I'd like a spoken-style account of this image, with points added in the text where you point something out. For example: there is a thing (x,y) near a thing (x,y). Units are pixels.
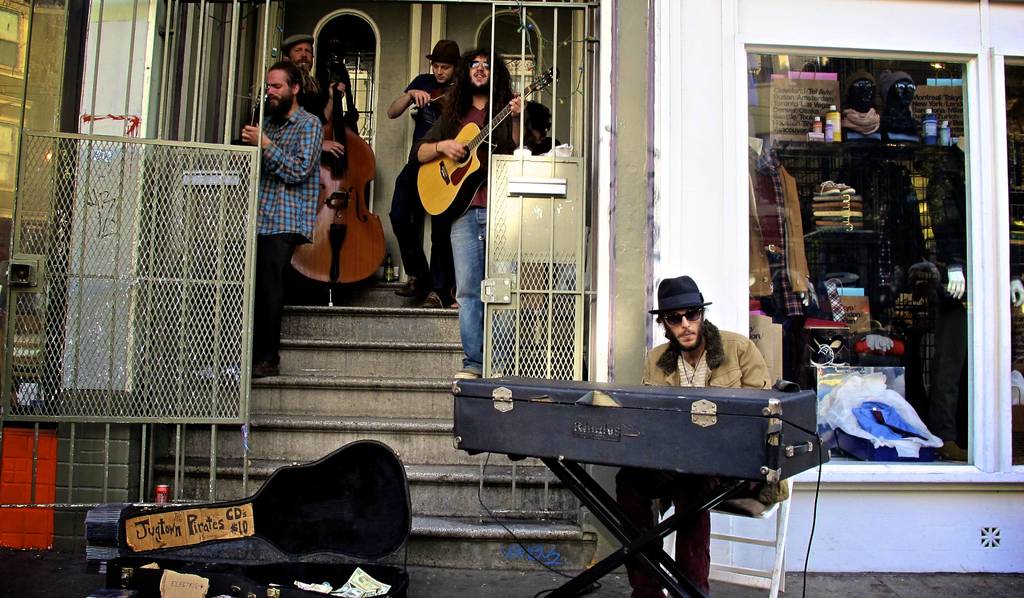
In a band (317,80) of five musicians (288,185), four (302,184) are playing instruments (330,307) on steps (432,317) and one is sitting beside playing a keyboard (697,403).
